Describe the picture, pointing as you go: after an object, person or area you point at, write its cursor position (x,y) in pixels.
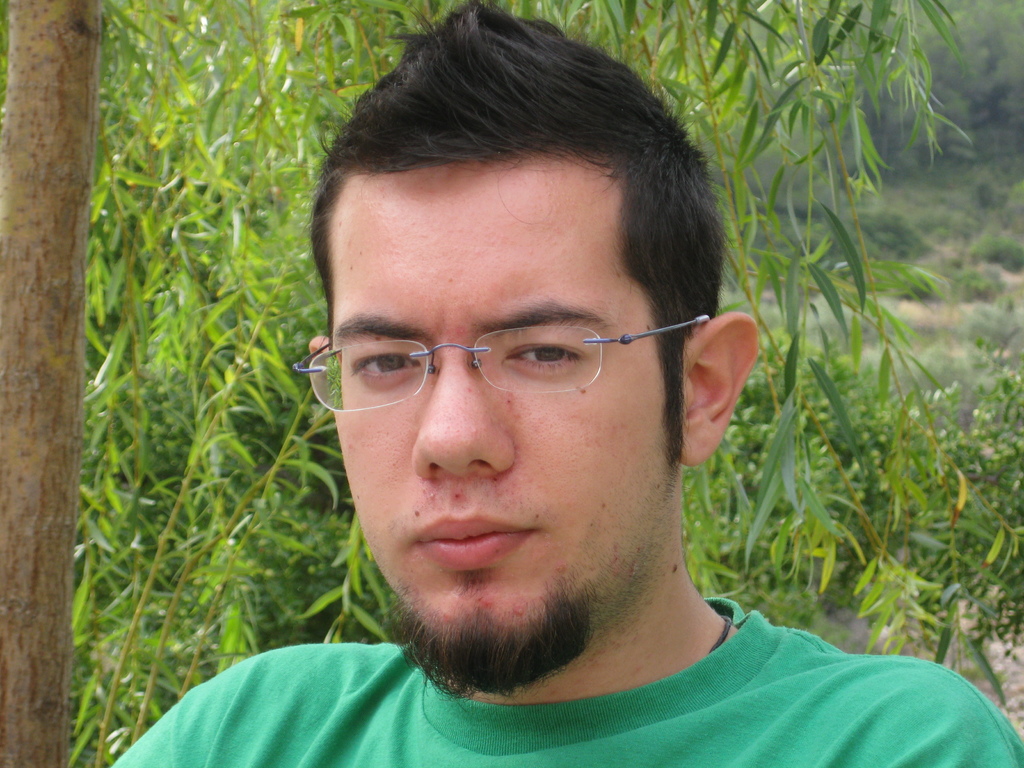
This image consists of a man (511,592) wearing green T-shirt (361,703) and specs (331,379). To the left (29,351), there is a tree (53,286). In the background (873,270), there are plants (874,305) and trees (635,15).
